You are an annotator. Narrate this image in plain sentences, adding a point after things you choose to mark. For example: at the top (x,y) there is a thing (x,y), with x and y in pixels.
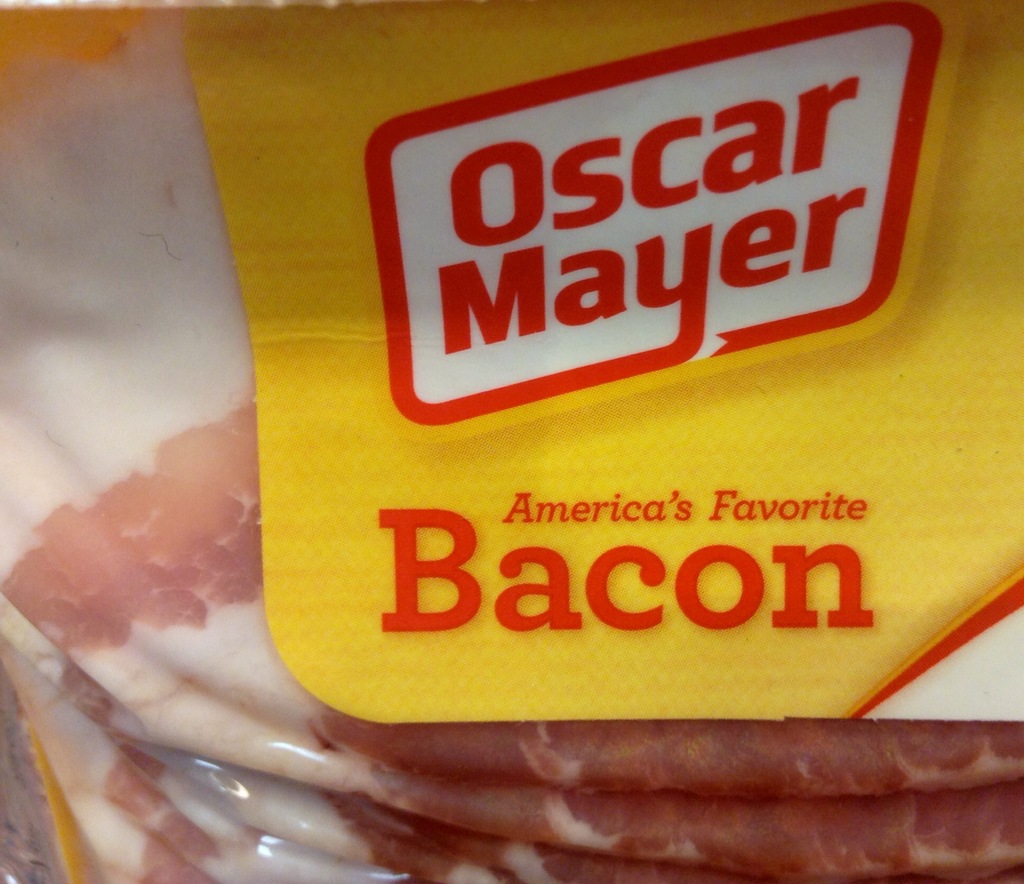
In this image, I can see meat items (259,527) in a packet (539,574). This image is taken, maybe in a shop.
